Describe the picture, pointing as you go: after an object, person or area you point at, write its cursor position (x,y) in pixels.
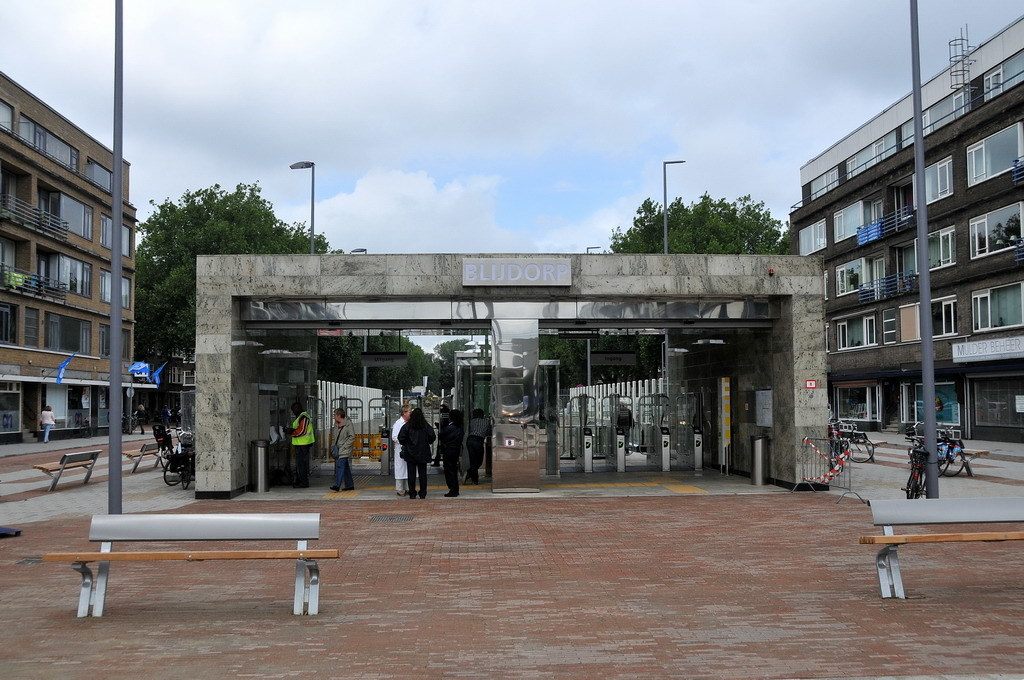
In this image there are few buildings (46,158), few people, few automated ticket checking machines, a dustbin (260,489), a few benches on the road (535,508), bicycles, street lights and some clouds (145,33) in the sky (490,54).
